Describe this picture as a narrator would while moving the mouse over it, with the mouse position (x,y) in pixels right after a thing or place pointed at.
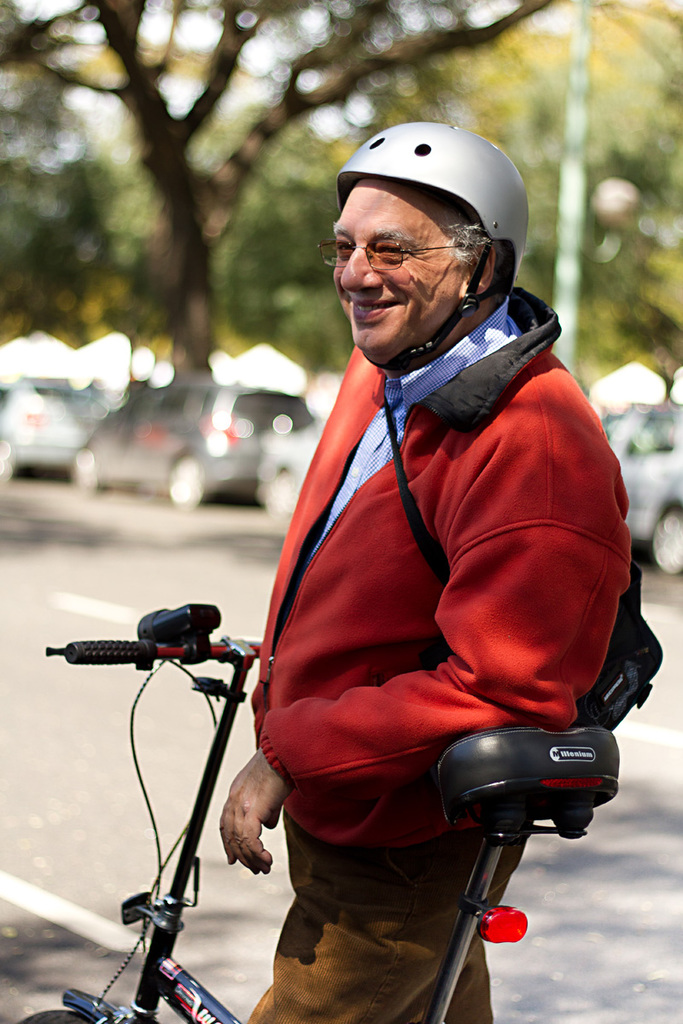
In this picture I can see a man (399,650) standing near the bicycle (455,745), in the background (670,352) there are cars (244,478) and trees (332,335).
